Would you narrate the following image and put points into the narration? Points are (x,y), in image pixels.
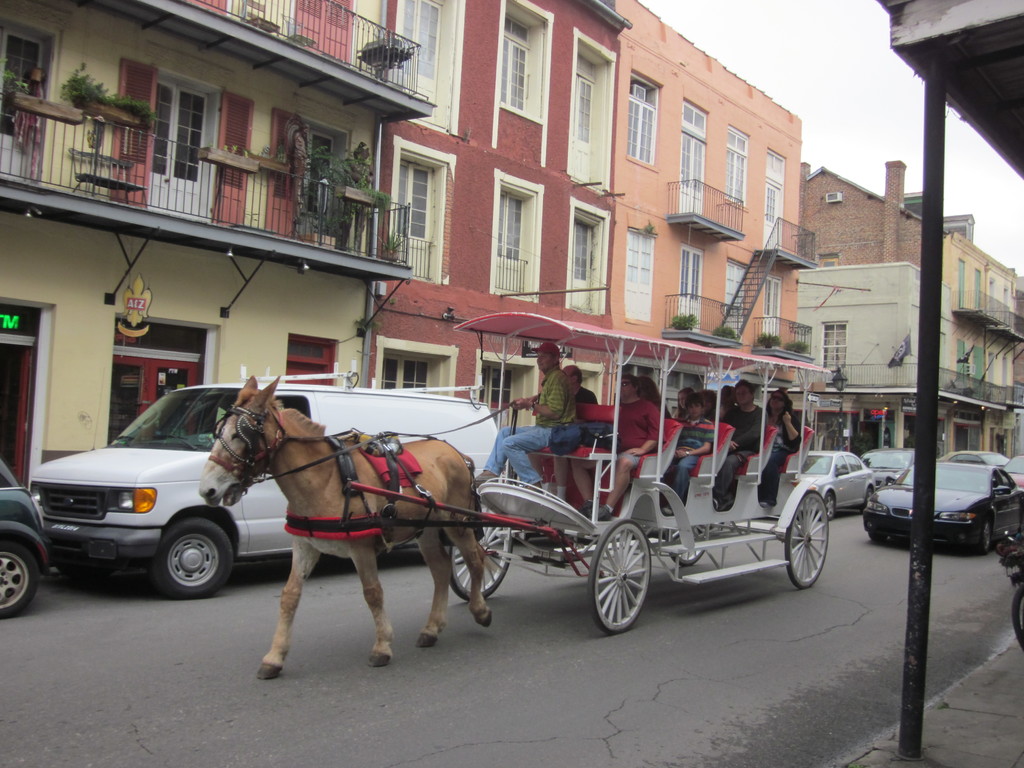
In the foreground of this image (514,485), there are vehicles (998,475), horse cart (621,575) moving on the road (676,593). In the background (872,257), there are buildings (669,234), plants (350,179), railing (353,228), stairs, windows (395,182), a flag (896,351), light pole (839,378) and the sky (791,97).
